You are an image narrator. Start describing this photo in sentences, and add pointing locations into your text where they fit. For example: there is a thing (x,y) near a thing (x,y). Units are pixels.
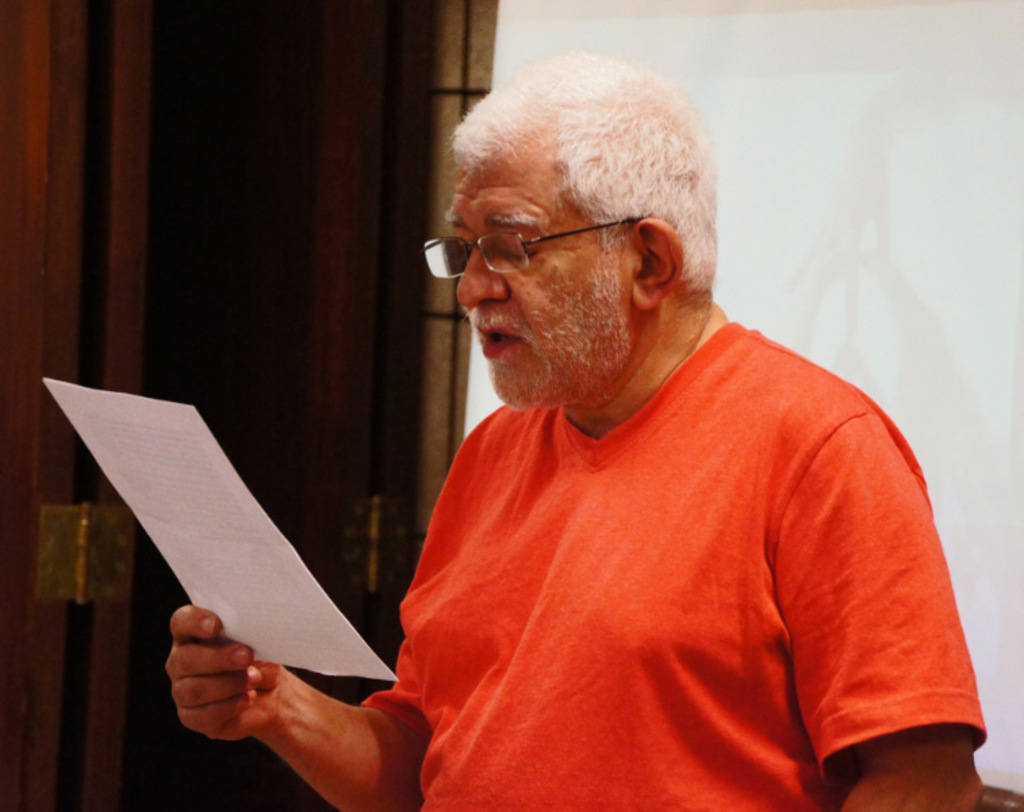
In this picture we can see a man (644,715) holding a paper (271,623), he is looking at the paper (220,545), he wore spectacles (488,250) and an orange color t-shirt (641,576), on the left side (135,170) there is a door (97,140).
